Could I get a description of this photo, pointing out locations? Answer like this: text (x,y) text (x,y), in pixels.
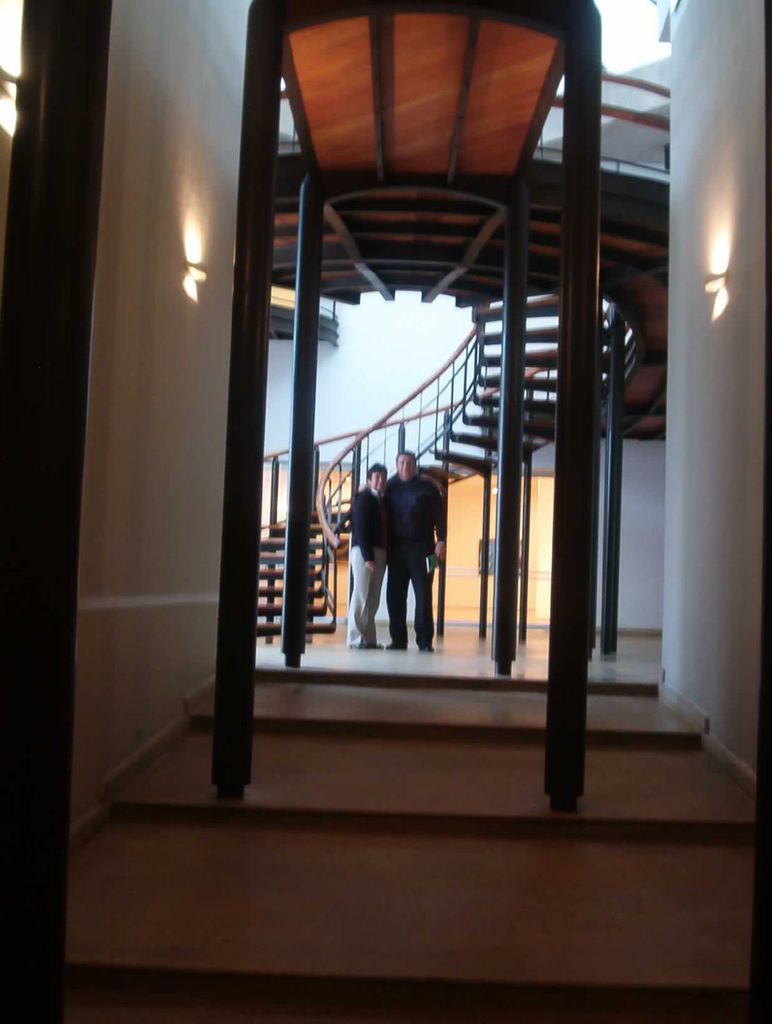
In this picture we can see two people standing on the floor (470,702), here we can see a wall (706,702), staircase (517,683) and some objects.
